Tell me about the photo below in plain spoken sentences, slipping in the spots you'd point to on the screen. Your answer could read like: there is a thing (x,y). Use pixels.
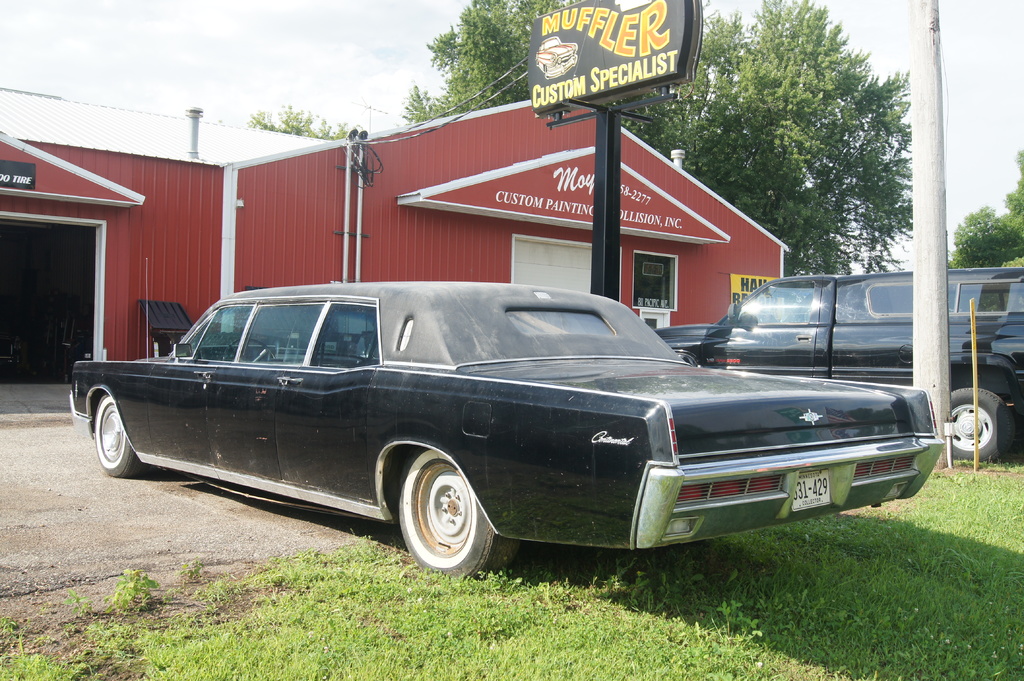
In the center of the image (588,372) there are cars (652,377). There is a advertisement board (674,7). In the background of the image (467,167) there is a house (185,163). There is a tree (443,42). At the top of the image (210,12) there is sky (202,30). At the bottom of the image (592,636) there is grass (537,625).
